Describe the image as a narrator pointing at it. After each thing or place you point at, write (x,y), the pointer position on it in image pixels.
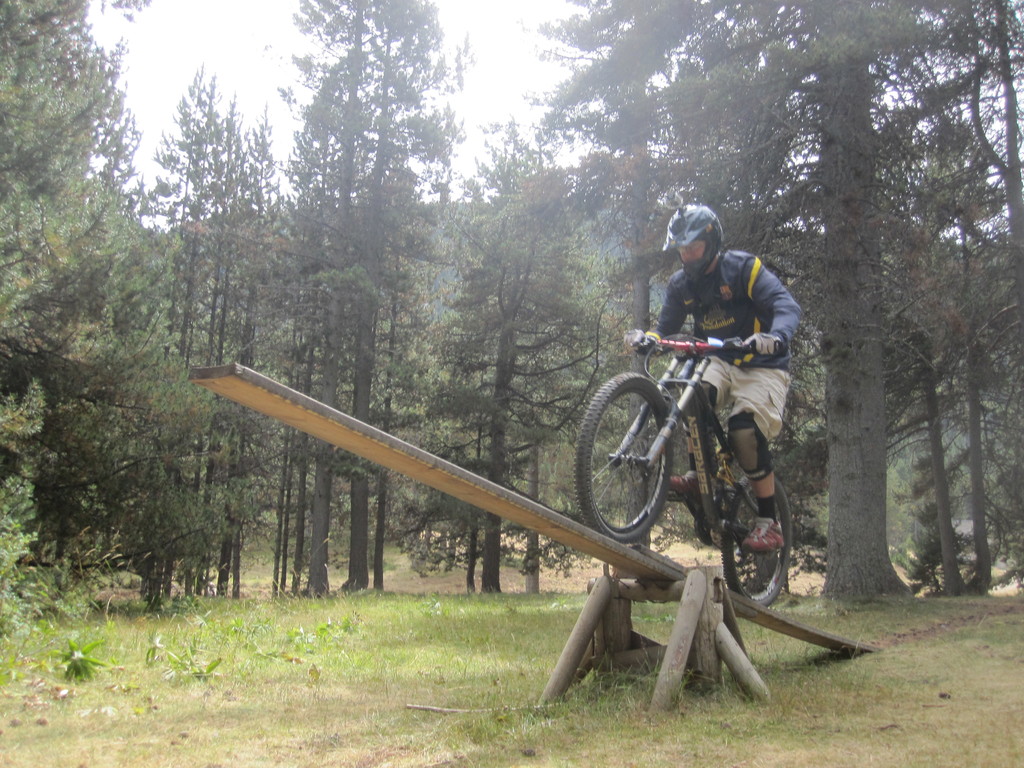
In this image we can see a person (689,285) sitting on the bicycle (711,452) on the seesaw (286,423). In the background (460,505) we can see ground (399,611), trees (310,286) and sky (998,180).
